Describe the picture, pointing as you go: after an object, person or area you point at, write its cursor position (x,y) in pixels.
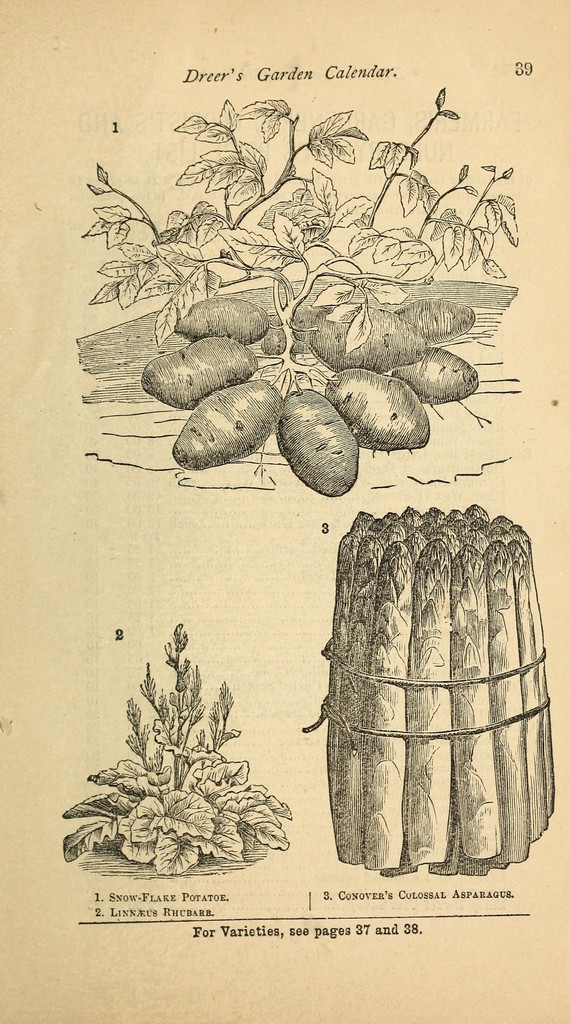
In this picture we can see arts (279,400) in the paper (250,569).
